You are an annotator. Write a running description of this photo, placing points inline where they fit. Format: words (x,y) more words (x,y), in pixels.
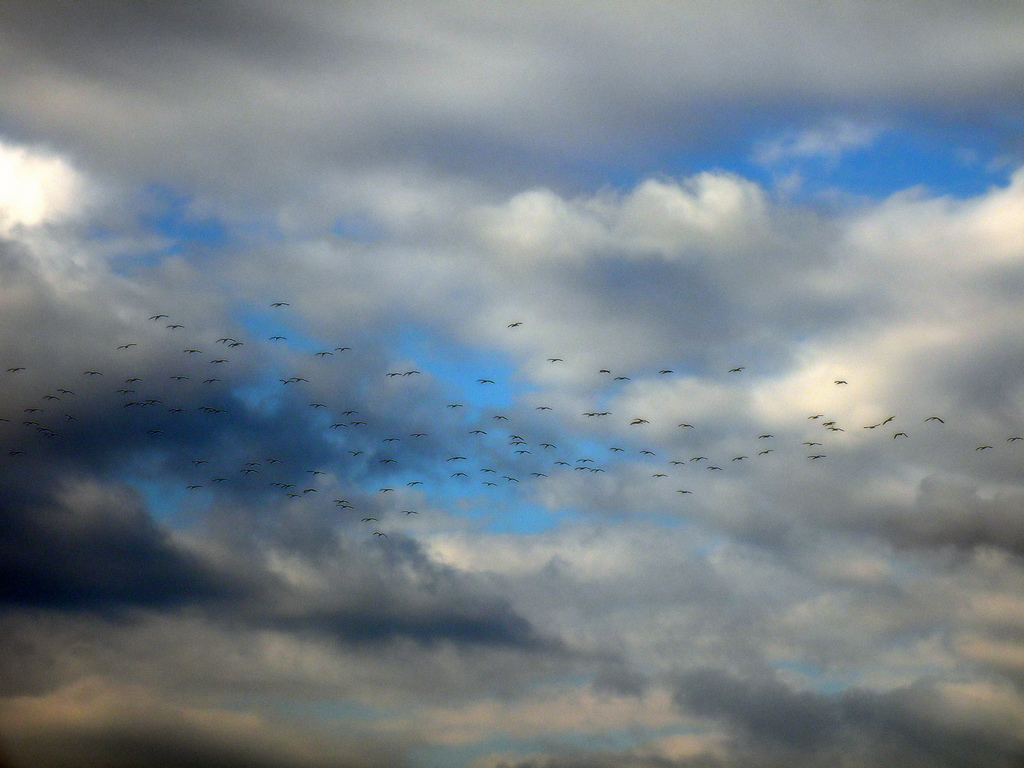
We can see birds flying in the air (87,400) and we can see sky (494,428) is cloudy.
